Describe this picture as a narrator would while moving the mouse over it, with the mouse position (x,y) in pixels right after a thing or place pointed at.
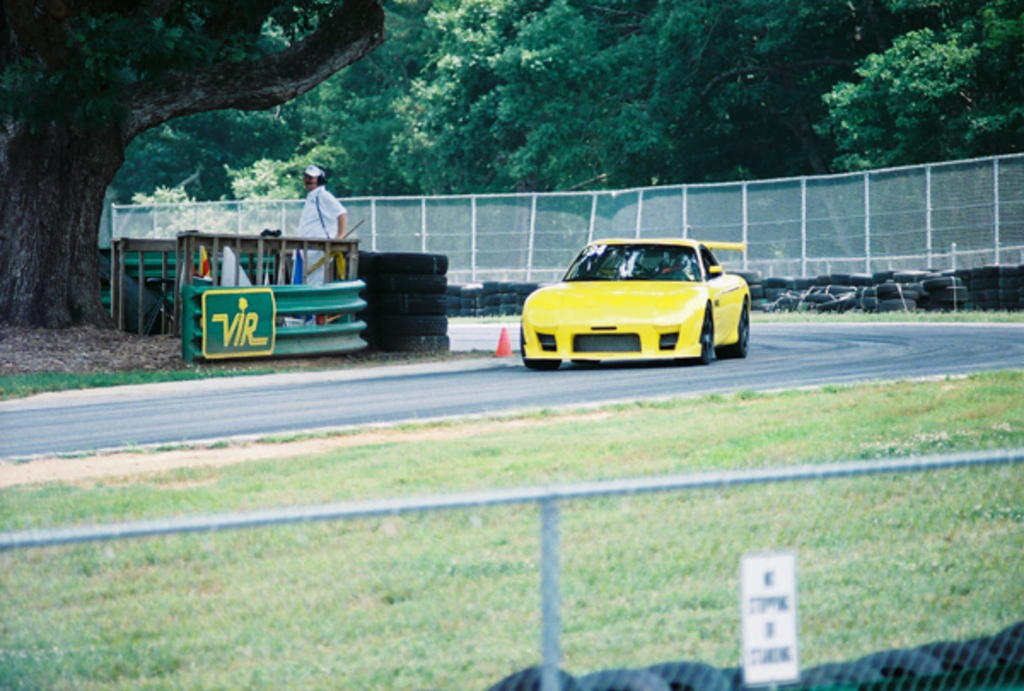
In this picture there is a man (325,210) who is wearing white dress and headphone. He is standing behind the wooden fencing (342,243) and tires (360,267). On the road (583,368) we can see another man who is riding a yellow car (643,301), beside that there is a traffic cone (499,348). At the bottom (574,478) i can see the fencing (321,516) and grass (406,529). At the top (317,79) i can see many trees (255,156).
